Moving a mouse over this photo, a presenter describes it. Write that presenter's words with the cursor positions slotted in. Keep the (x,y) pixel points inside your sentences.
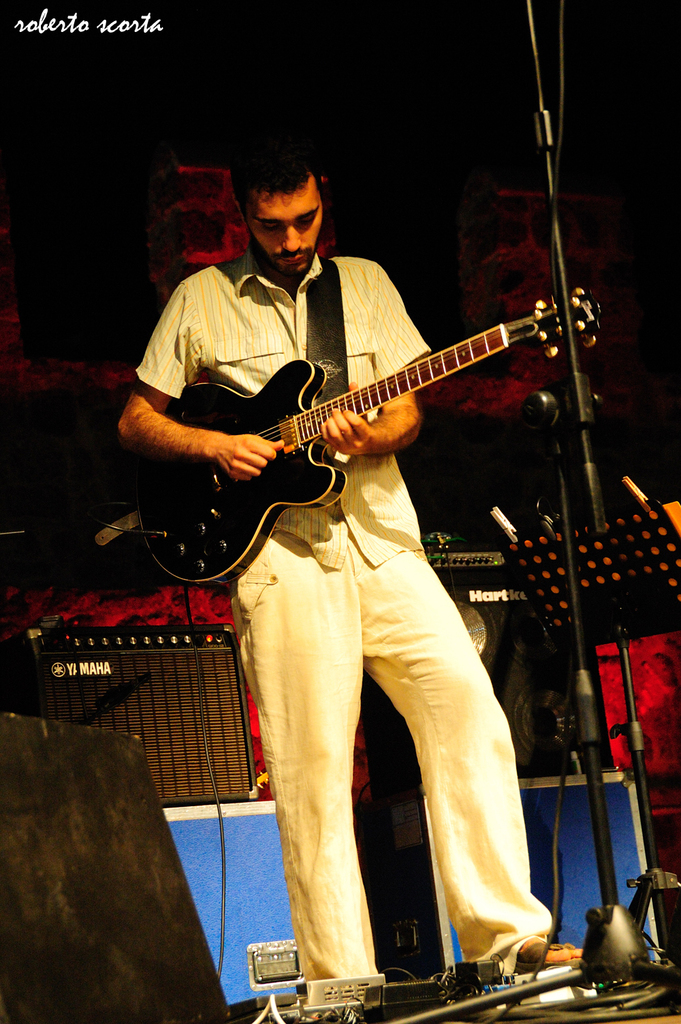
In this picture we can see a man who is playing guitar (480,357).
